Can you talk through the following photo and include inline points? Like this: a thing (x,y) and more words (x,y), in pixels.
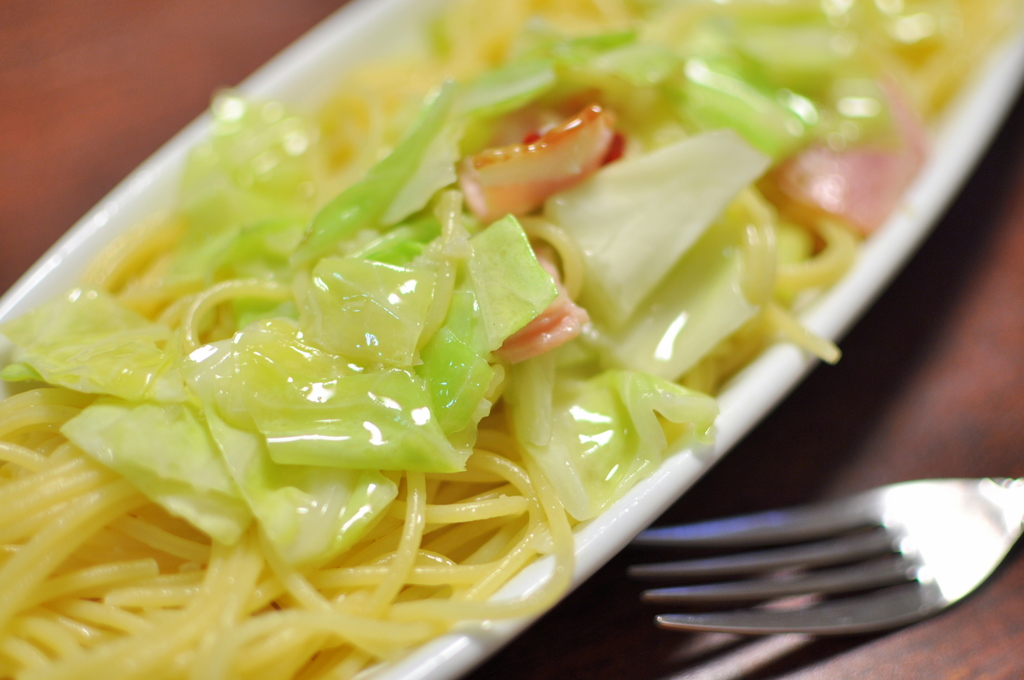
In this I can see a white color plate (552,368), on the plate (508,384) I can see food (284,437) beside the plate (617,450) I can see a fork (904,532).
